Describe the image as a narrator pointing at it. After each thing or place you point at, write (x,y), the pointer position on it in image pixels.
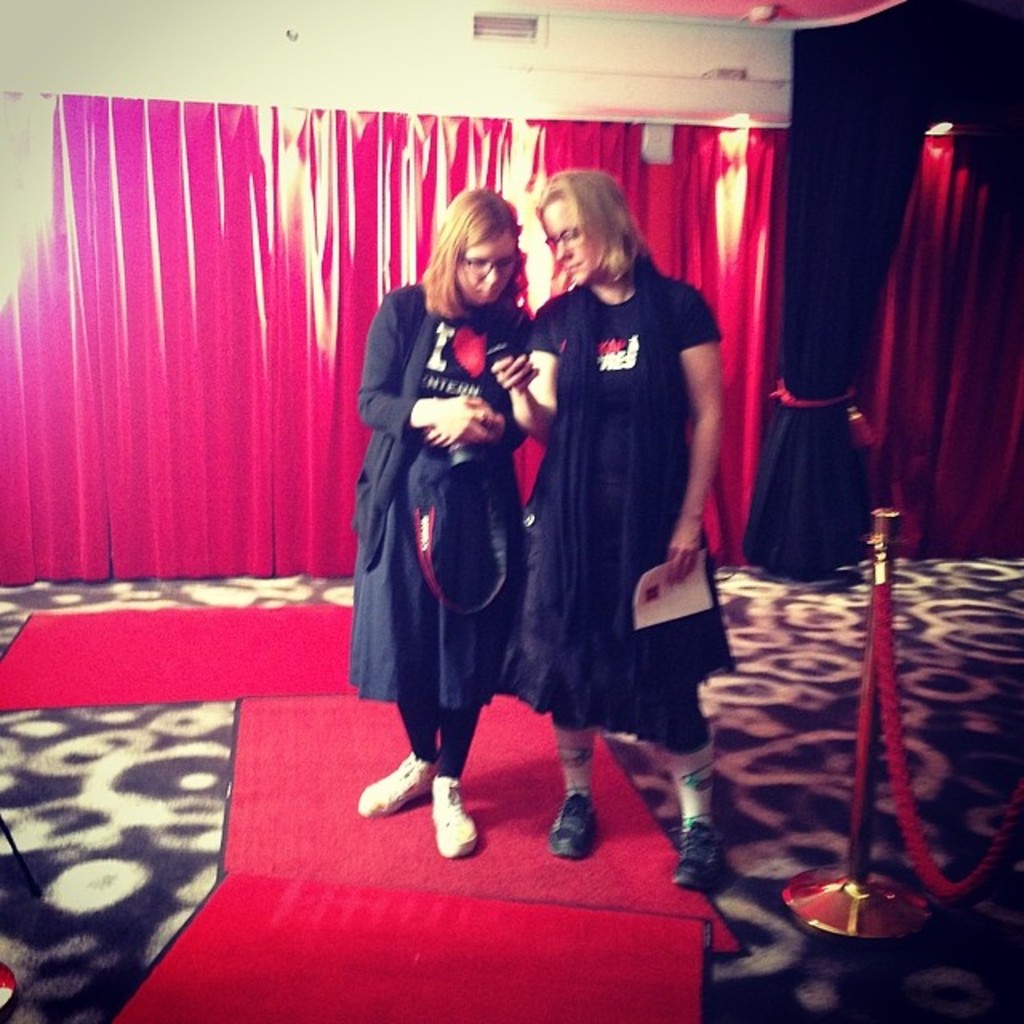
In the image there are two women (531,532) standing on a carpet (315,964) and behind them there are curtains (766,272).
